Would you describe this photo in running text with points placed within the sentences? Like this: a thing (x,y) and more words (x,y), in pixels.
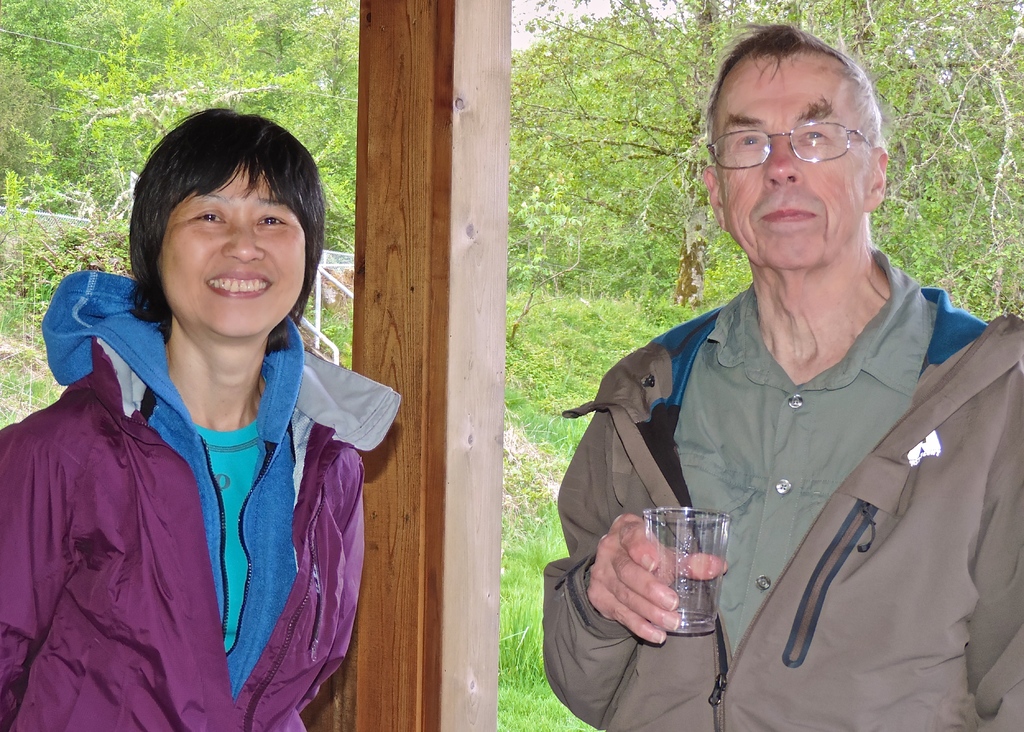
This picture shows a man (645,424) and a woman (54,446) standing and we see man (766,171) wore spectacles (818,128) and holding a glass (690,550) in his hand (630,549) and we see a woman (235,282) with a smile (243,295) on her face (262,305) and both of them wore jackets (911,532) and we see trees (57,77) and a wooden pillar (490,7).
